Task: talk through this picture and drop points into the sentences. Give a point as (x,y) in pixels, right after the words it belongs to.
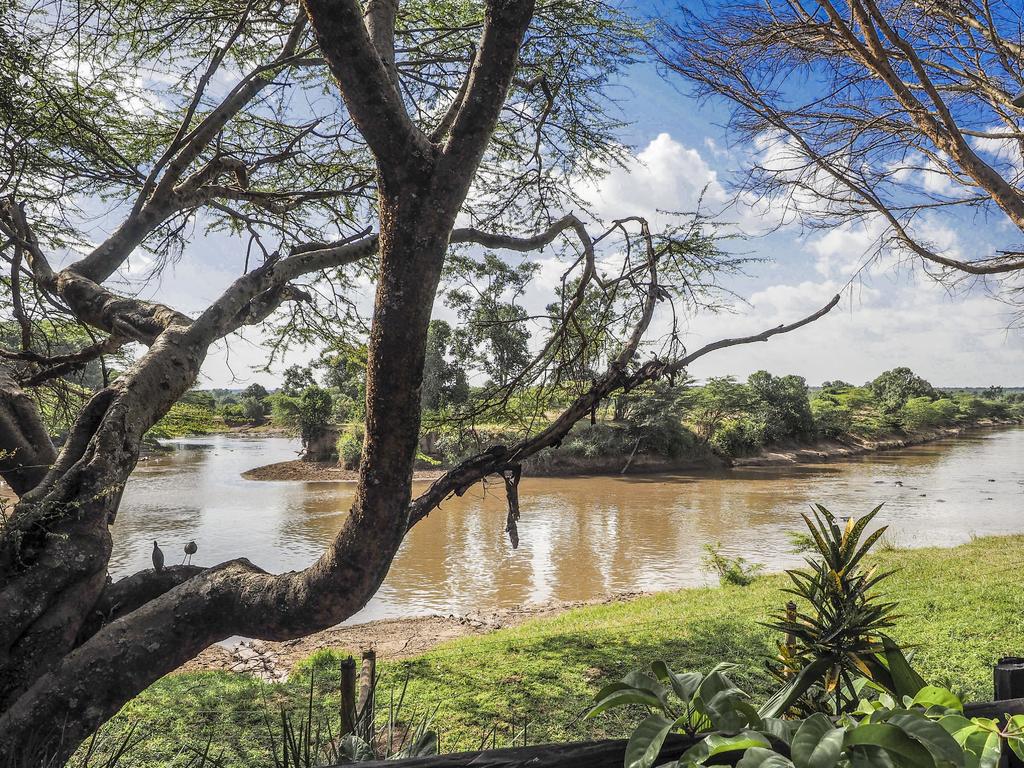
In the picture we can see a part of a tree (178,646) under it we can see a grass surface (106,748) with some plants (315,760) on it and near the surface (616,670) we can see a lake (650,489) with brown color water (559,483) and behind it, we can see a surface (275,399) with full of plants (911,386) on it and in the background (855,386) we can see the sky (761,234) with clouds (520,225).
